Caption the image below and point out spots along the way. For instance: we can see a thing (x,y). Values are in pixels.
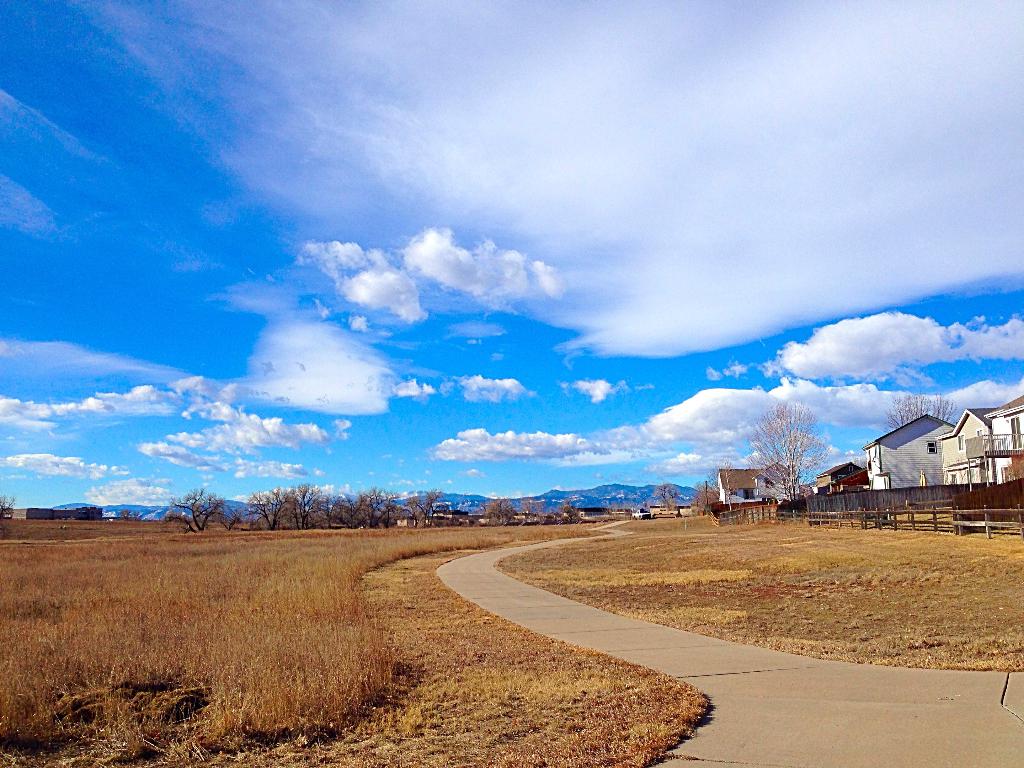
In the image we can see there are buildings (898,477) and trees (297,503). Here we can see the hill (612,500), dry grass (362,637) and the road (714,698). Here we can see the fence (757,519) and the cloudy sky (384,284).
